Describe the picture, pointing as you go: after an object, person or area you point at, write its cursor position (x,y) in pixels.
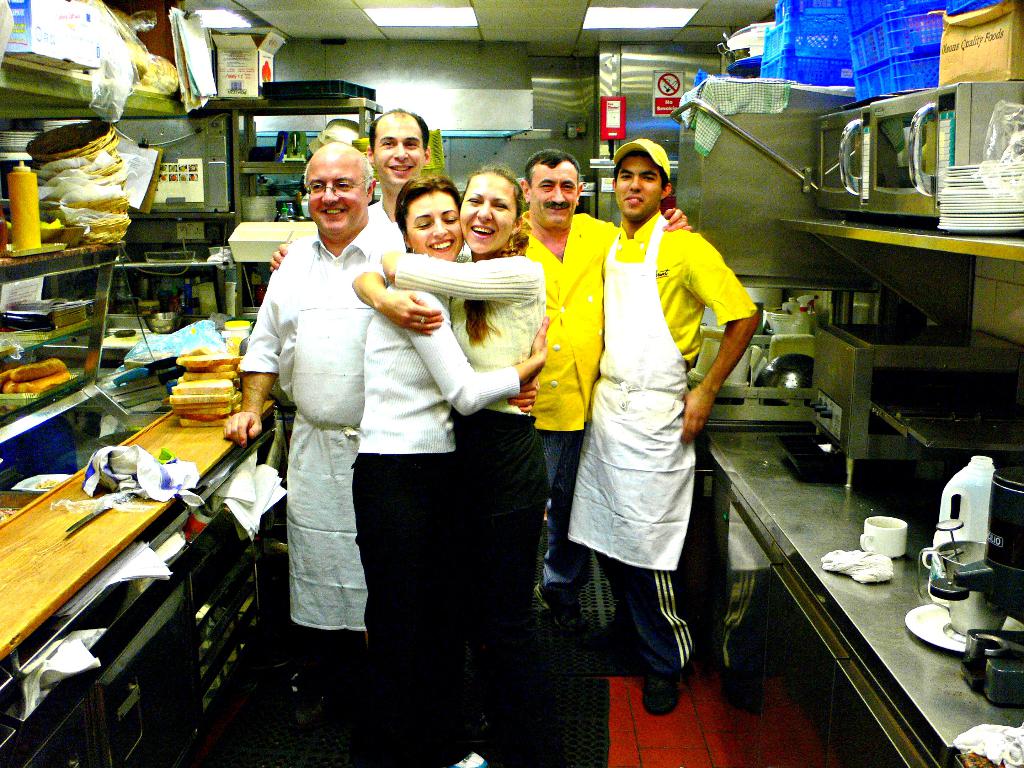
This is the picture of a room (577,387) where we have some people (367,420), among them a lady (544,349) is holding the other lady (525,327), a guy (724,344) is wearing the apron (669,366) and around there are some shelves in which there are some things (159,348) arranged.
